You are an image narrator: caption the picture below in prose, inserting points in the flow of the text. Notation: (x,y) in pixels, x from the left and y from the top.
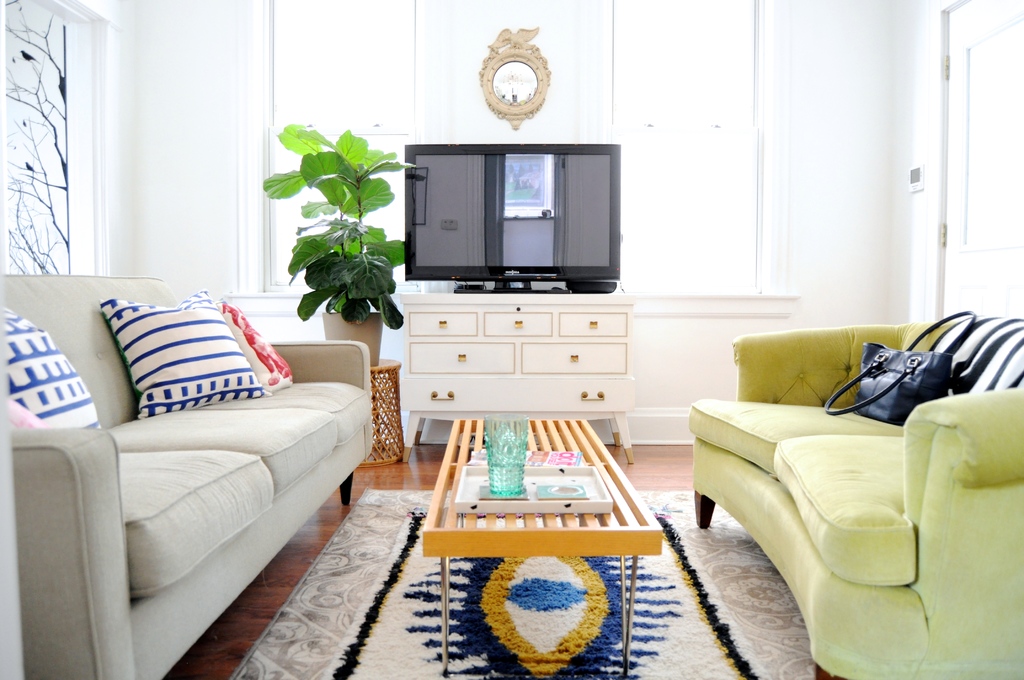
In the given image we can see sofas (207,483), on the right side sofa (879,479) there is a hand bag (889,400) and on the left side sofa (111,461) there are three pillow (89,408). There is a table (588,533) in front of sofas (221,483). On the table (509,522) we have a tray (548,484) and glass (505,461). There is a plant (337,249) in a room (333,217). This is a wooden cupboard (471,320). This is a carpet (513,622) which is in blue, yellow and white color.
